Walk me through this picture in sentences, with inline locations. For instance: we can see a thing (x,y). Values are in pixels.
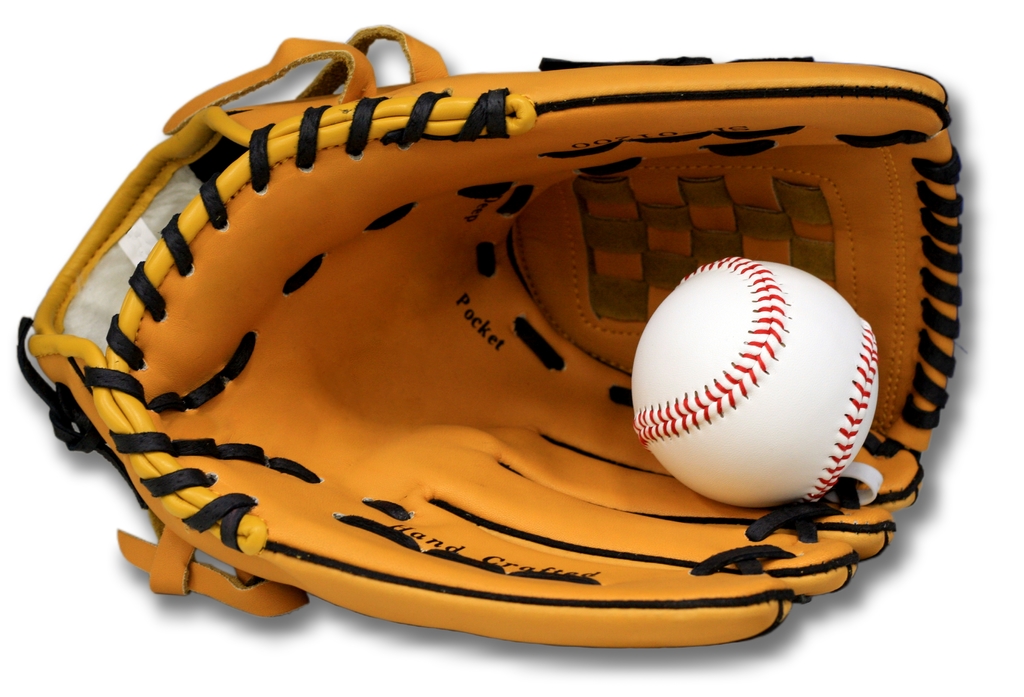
In this image, we can see a baseball glove (502,383) and a ball (675,406).
